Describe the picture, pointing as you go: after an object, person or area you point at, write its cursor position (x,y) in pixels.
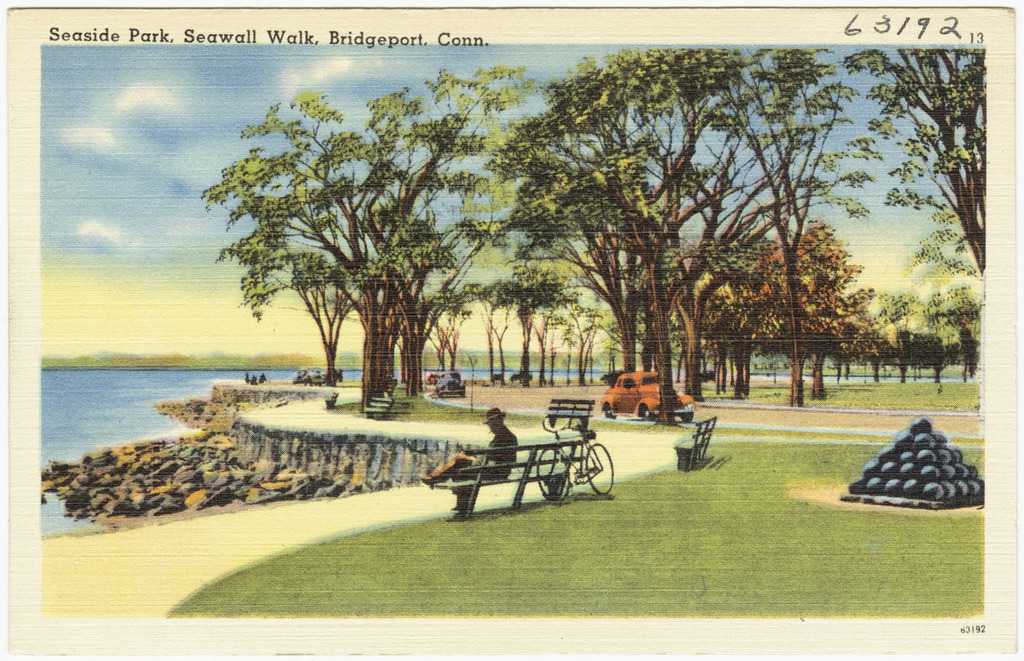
This is a painting. On the left side (100,373) there is water (122,423), rocks (168,444) and a road (253,547). Near to the road (642,463) there are benches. And a person (496,435) wearing hat (499,416) is sitting on the bench (510,460). Near to that there is a cycle (596,463). On the ground (702,490) there is grass (743,478). There is a road (553,391). On the road (581,389) there are vehicles (434,374). In the back (697,284) there are trees (850,278). Also there are round objects (889,457) on the right side (942,472). In the background (187,141) there is sky (167,143). At the top (156,29) something is written on the image.
